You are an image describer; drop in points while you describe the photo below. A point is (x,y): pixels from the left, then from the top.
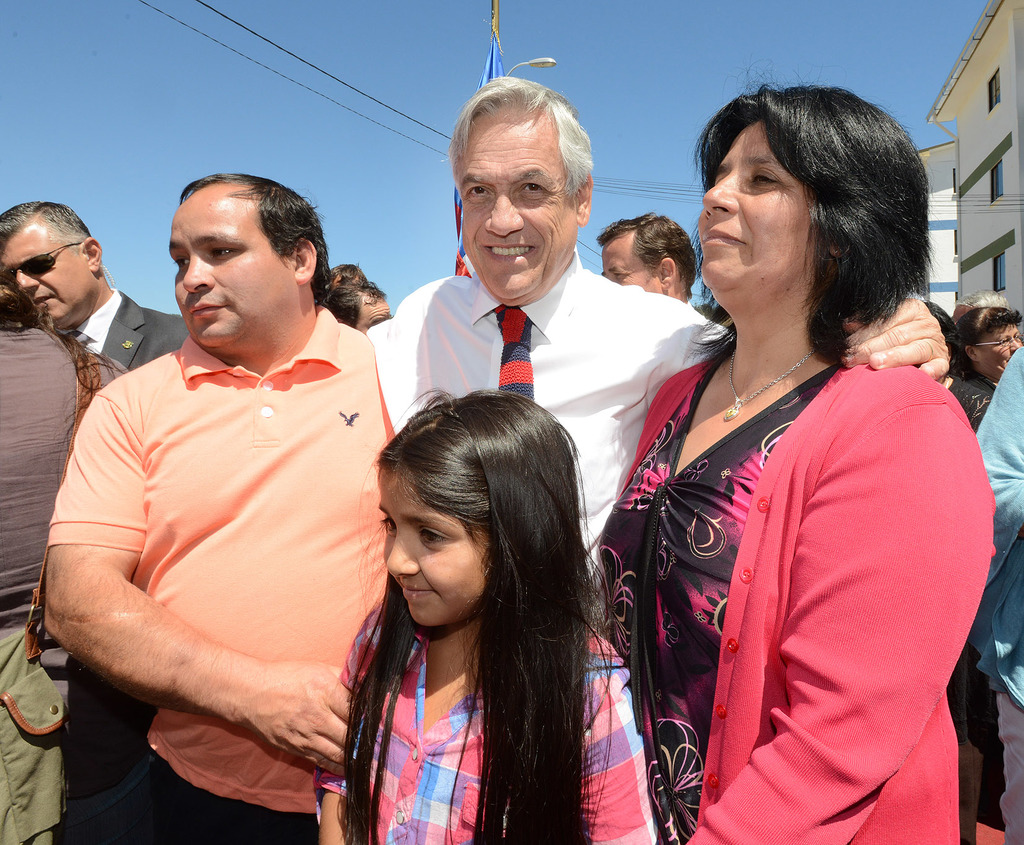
In the image there are many people (742,340) standing. Behind them in the top right corner of the image (979,94) there is a building (975,102) with walls (952,152), windows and roofs (985,44). At the top of the image (921,145) there is sky (921,145) and also there are wires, flags (497,67) and a streetlight (551,57).
